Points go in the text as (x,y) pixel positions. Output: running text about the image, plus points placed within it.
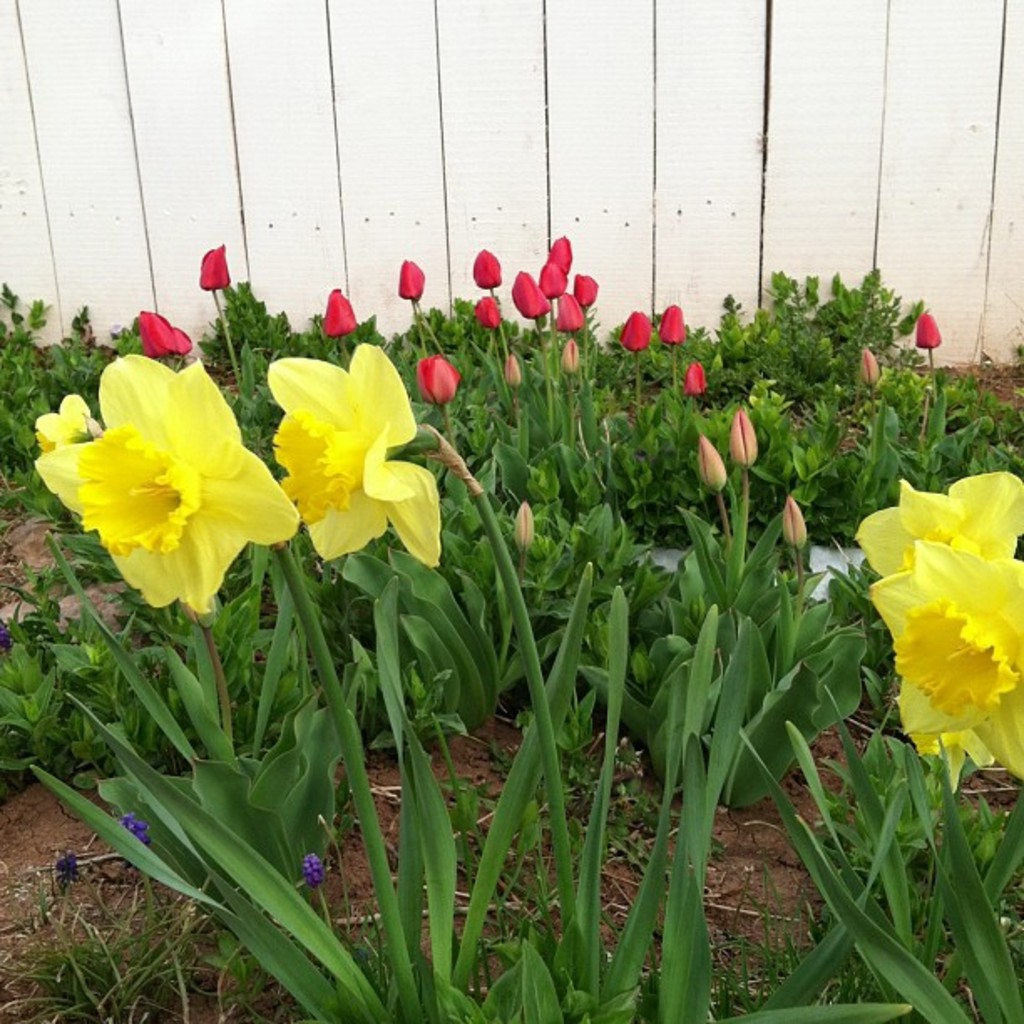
In this image I can see the flowers (204,579) to the plants (681,475). These flowers (114,390) are in yellow and red color. In the background (506,156) I can see the wooden wall (446,171).
